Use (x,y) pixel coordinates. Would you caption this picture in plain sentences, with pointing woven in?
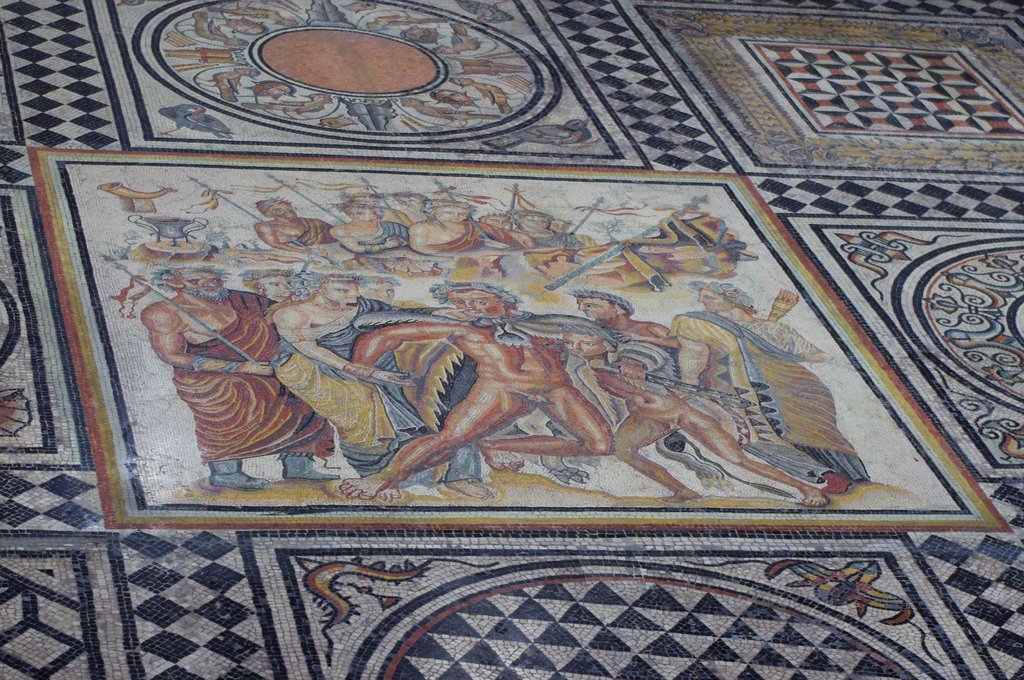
In this image I can see a floor (423,486) and some design (501,615) on the floor (488,557) which is black and white in color. I can see the picture of few persons (423,355) standing and holding few objects (216,339) in their hands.
